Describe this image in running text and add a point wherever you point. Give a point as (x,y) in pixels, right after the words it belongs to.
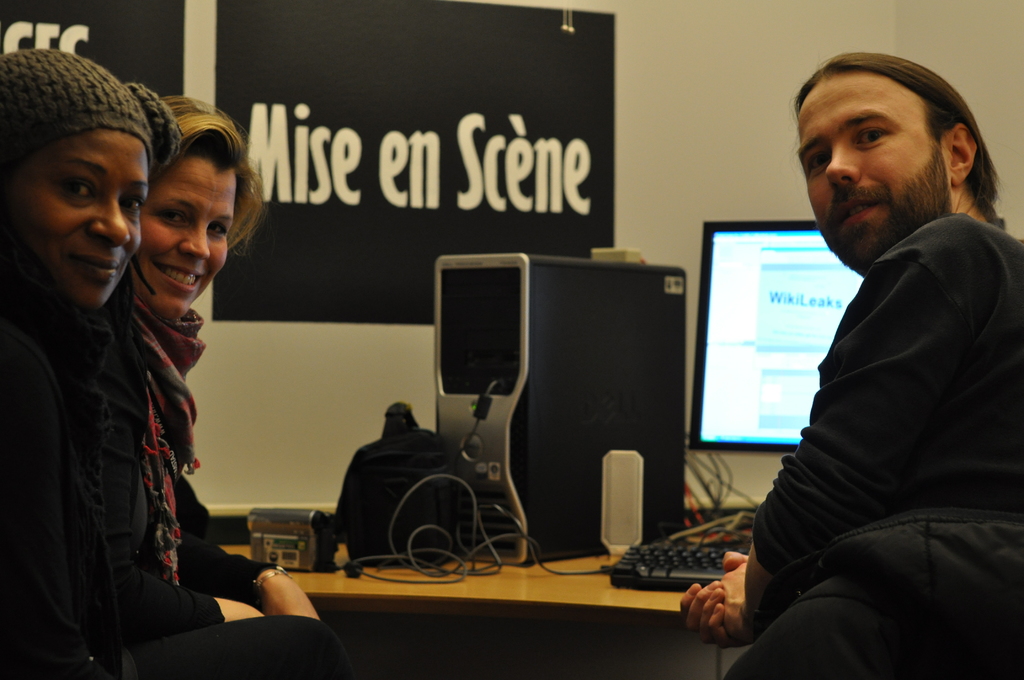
In this image there are two girls (104,307) on the left side (60,350) and a man (856,377) on the right side (925,473). In front of them there is a table (488,585) on which there is a computer keyboard (661,557), c. p. u (518,317), speakers (637,488) and a camera (300,517). In the background (665,99) there is a wall (642,61) to which there are posters (387,117).
